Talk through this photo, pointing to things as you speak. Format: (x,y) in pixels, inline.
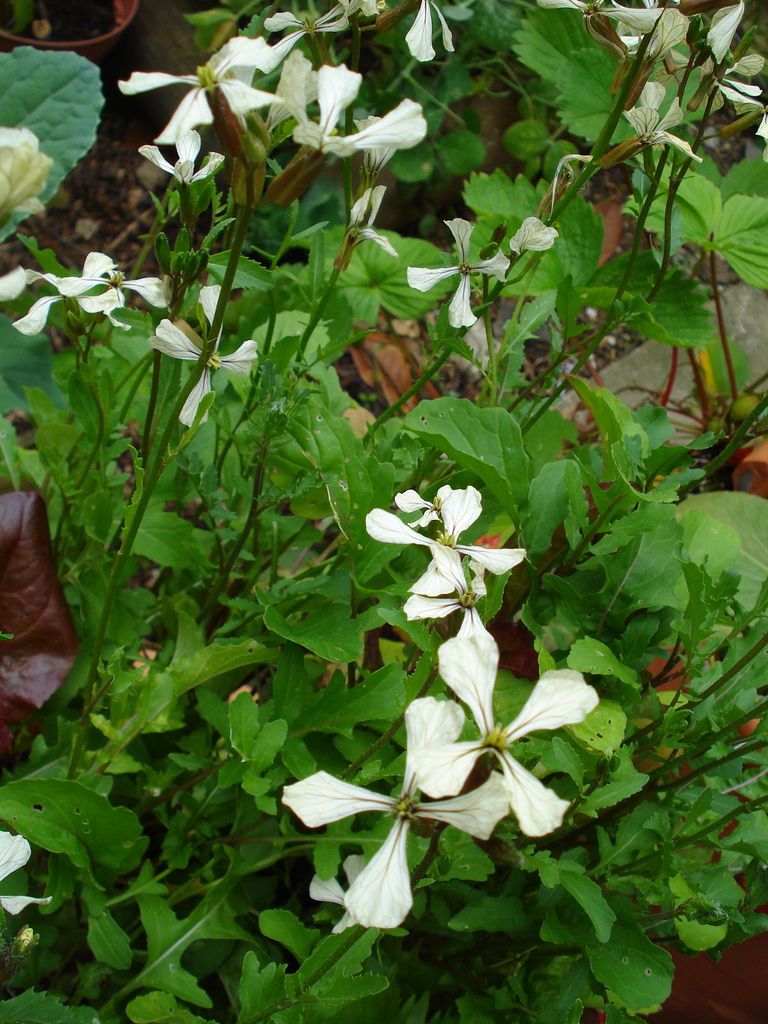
In this image we can see the white color flowers (450,676) of the plant (340,448). We can also see the flower pots (121,25).
